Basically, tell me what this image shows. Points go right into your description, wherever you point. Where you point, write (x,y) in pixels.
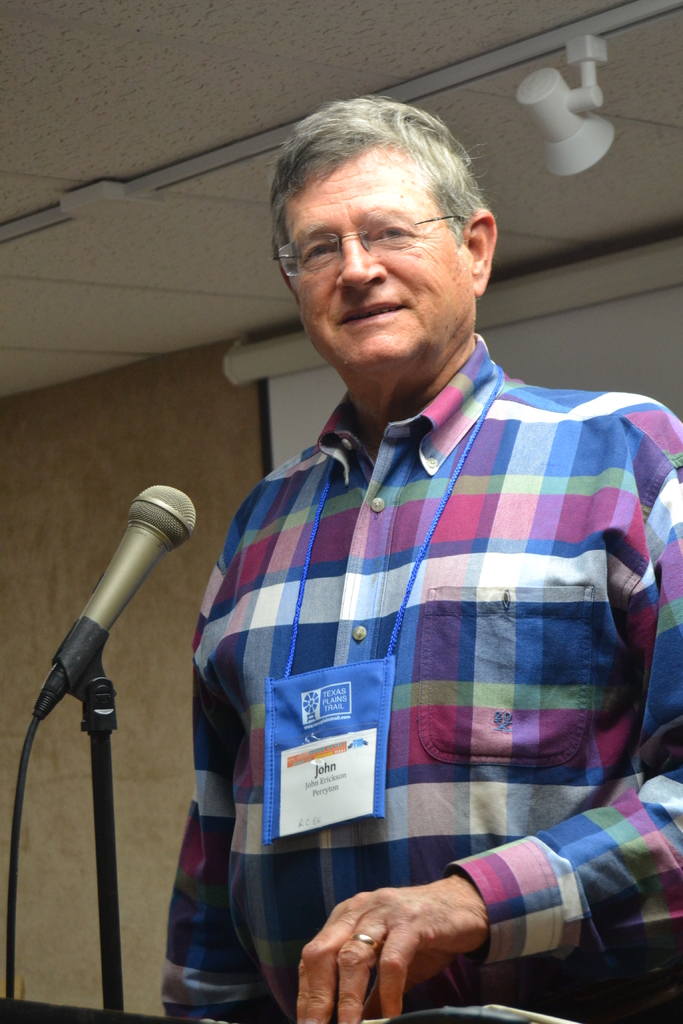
In the center of the image (315,461) there is a person (403,551) standing at a mic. In the background (149,752) we can see screen (596,372), light (559,107) and wall (124,428).
